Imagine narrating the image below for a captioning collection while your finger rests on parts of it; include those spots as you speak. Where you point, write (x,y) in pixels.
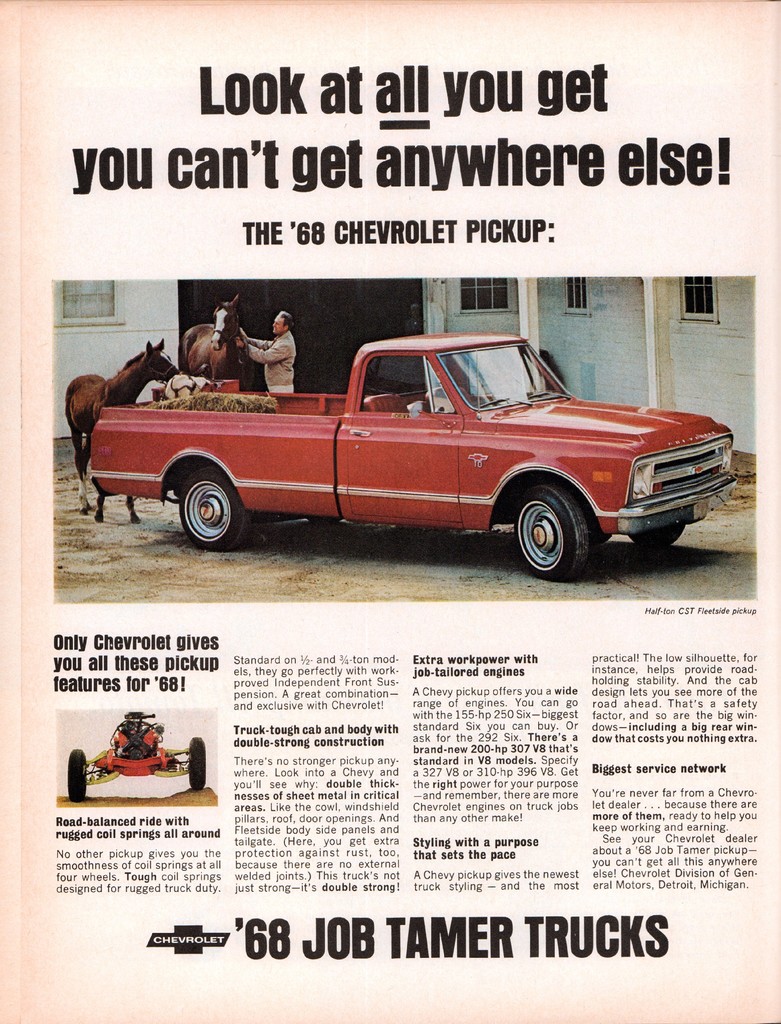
This image is a front view of one news paper (298,562) as we can see there is one vehicle (535,444) in middle of this image (446,465) which is in red color. There are two horses (166,372) at left side of this image (139,371). There is one person (270,343) standing in middle of this image (289,355) and holding to this horse (214,365) and there is some text (475,85) written at top of this image (317,116) and there are some articles (281,725) written at bottom of this image (295,812).
